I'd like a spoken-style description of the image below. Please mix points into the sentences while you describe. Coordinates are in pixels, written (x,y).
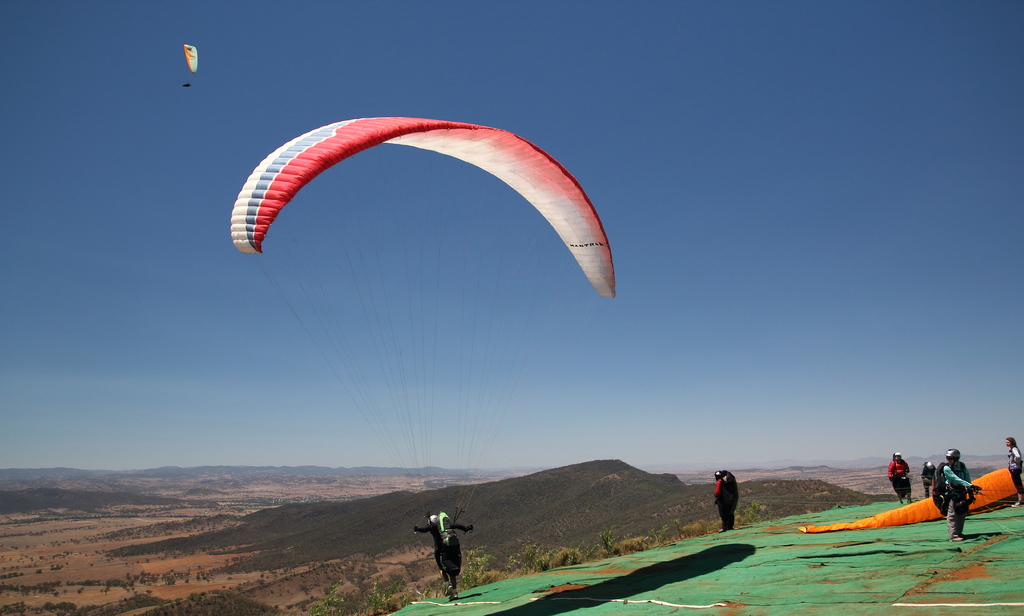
In this image we can see few people (946,497). There are few parachutes (337,149) in the image. There are few hills (565,487) in the image. There are many trees (586,538) in the image. We can see the sky (857,137) in the image.
